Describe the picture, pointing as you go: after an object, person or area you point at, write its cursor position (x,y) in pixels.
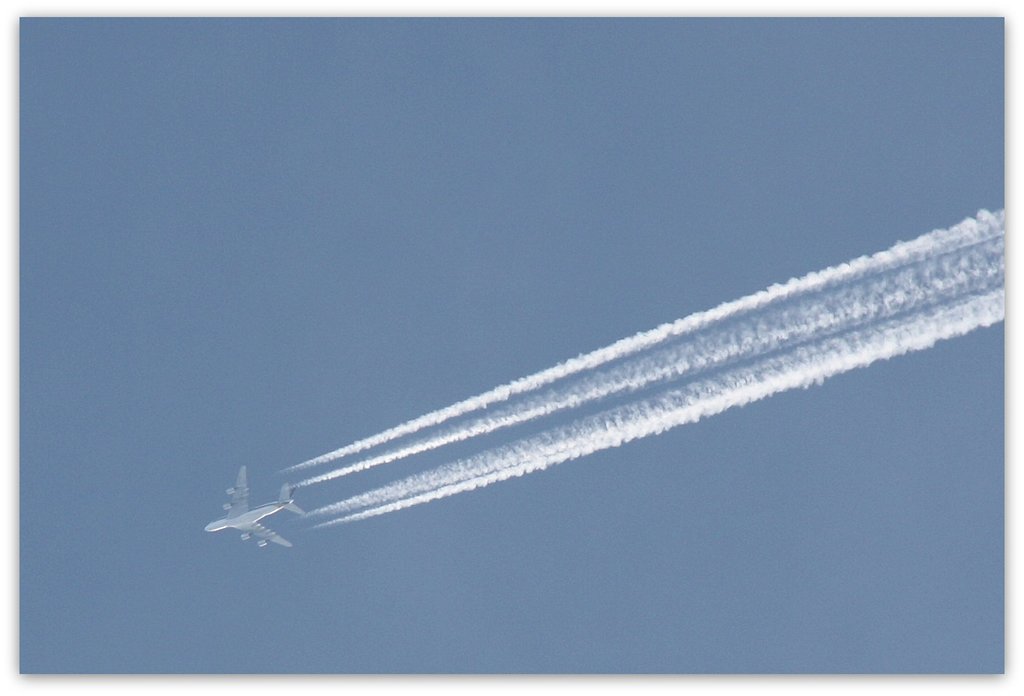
In this image I can see on the left side (246,519) an aeroplane (277,542) is flying in the air (226,550), on the right side (981,226) there is smoke (528,410) of it.
